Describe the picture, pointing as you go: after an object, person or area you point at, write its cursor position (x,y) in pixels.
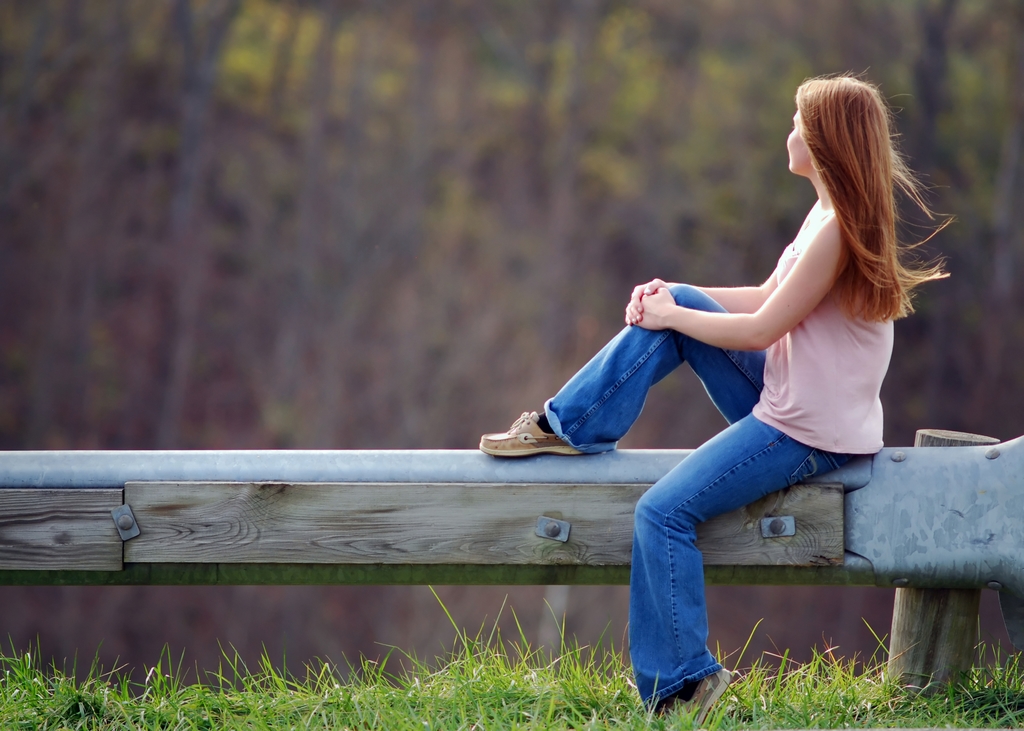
This is the woman (773,413) sitting. I think this is a kind of a bench (370,525). At the bottom of the image (377,701), I can see the grass (365,684), which is green in color. The background (118,94) looks blurry.
